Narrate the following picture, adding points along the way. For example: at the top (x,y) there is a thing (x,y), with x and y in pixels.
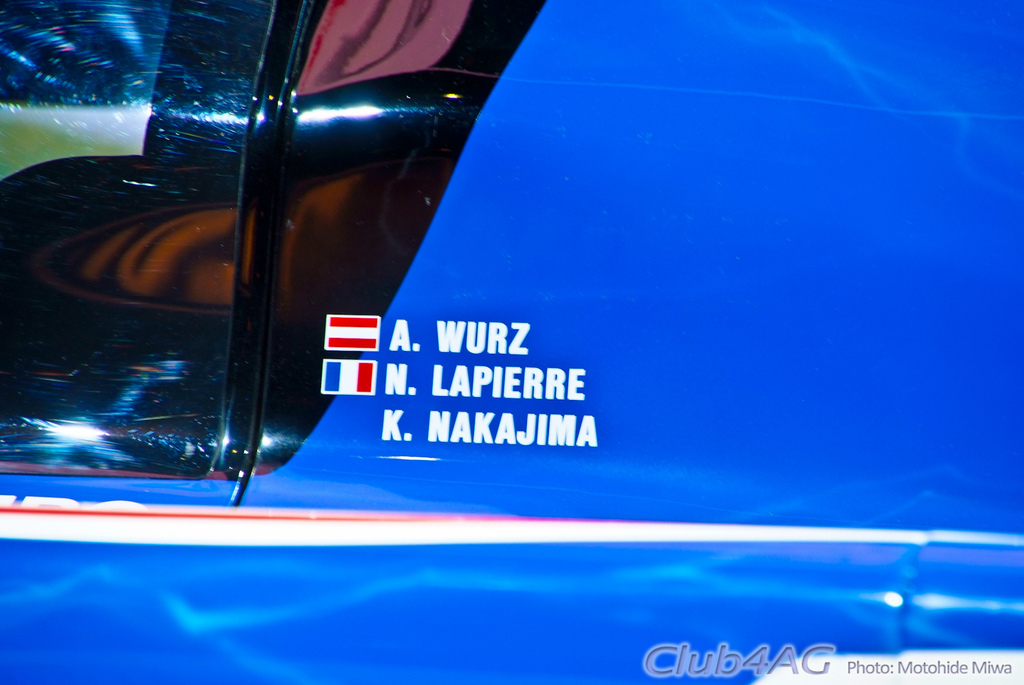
In this picture we can see a vehicle (62,409) with some text (432,422) and flag symbols (353,386) on it.
